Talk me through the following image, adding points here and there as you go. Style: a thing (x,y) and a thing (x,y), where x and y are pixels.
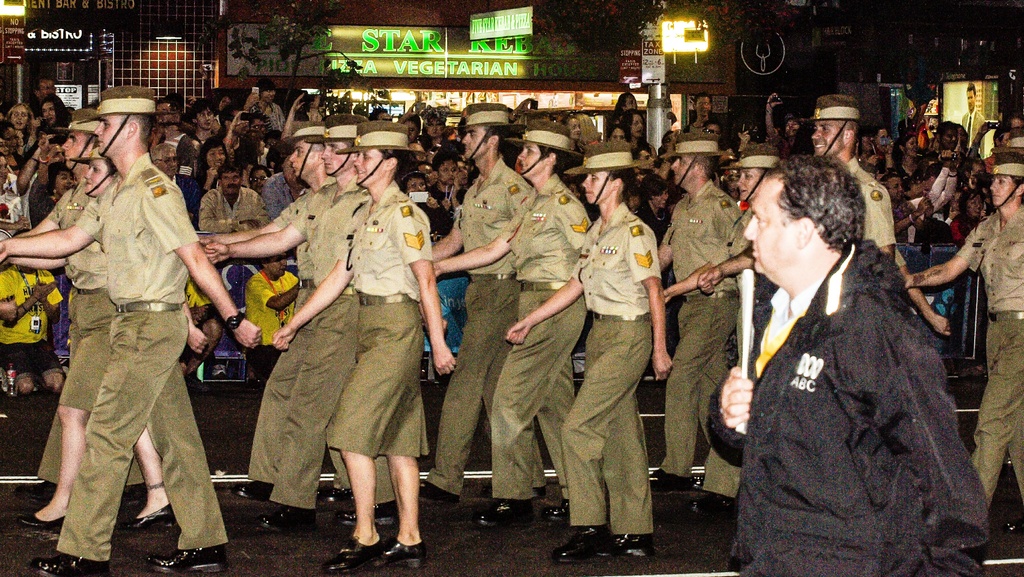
In this image I can see number of persons (505,292) wearing uniforms (505,291) are walking on the ground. I can see a person (793,408) wearing black colored dress (860,407) and in the background (400,182) I can see number of persons (233,201), few buildings (295,82), few lights (704,40), a screen (985,107) and few trees (718,21).
